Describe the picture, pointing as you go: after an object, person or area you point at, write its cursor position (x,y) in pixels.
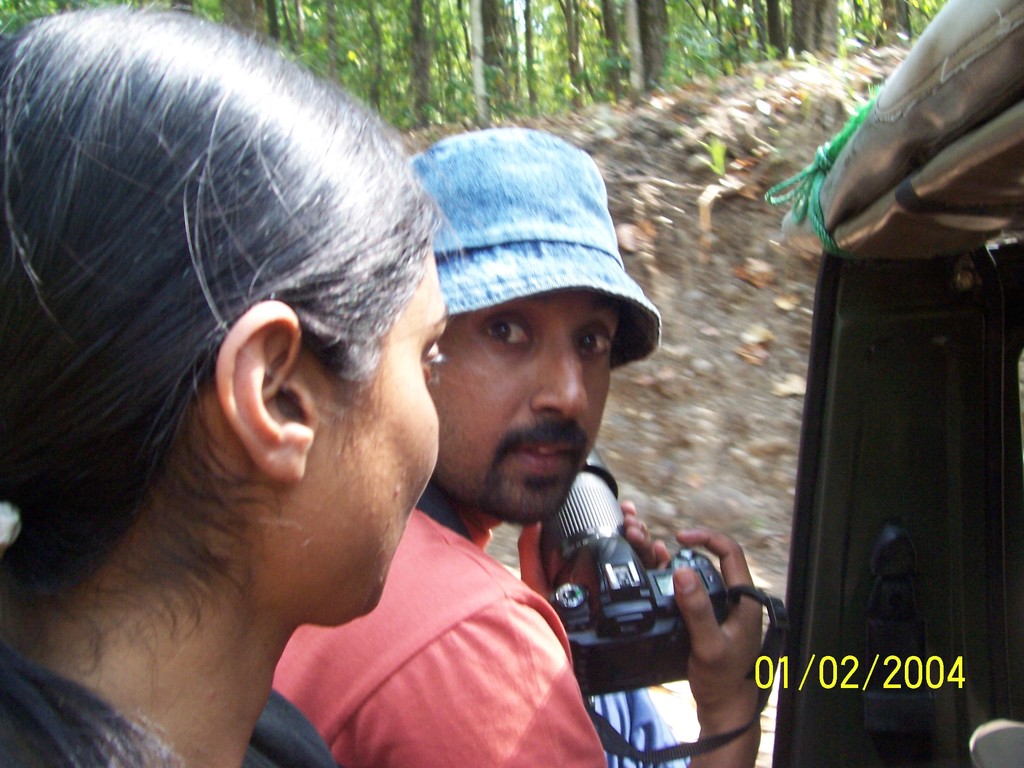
This picture shows a man (436,729) holding a camera (557,599) in his hand (709,645) and a woman (255,134) standing and we see few trees (505,71).
